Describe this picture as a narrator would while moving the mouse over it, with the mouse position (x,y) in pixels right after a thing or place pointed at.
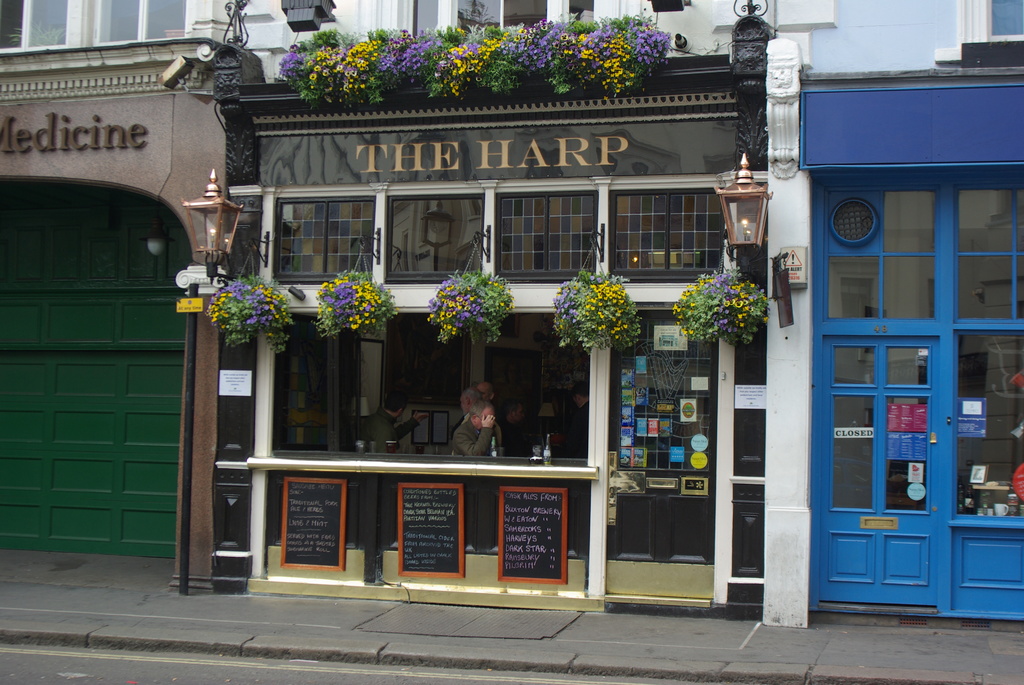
In this image in the center (357,251) there are some buildings (946,513) and there are some plants (736,295), lights (743,173) and some boards (405,514), on the boards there is text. And at the top (246,58) there are some objects (457,32), at the bottom (42,665) there is a road (162,662).
